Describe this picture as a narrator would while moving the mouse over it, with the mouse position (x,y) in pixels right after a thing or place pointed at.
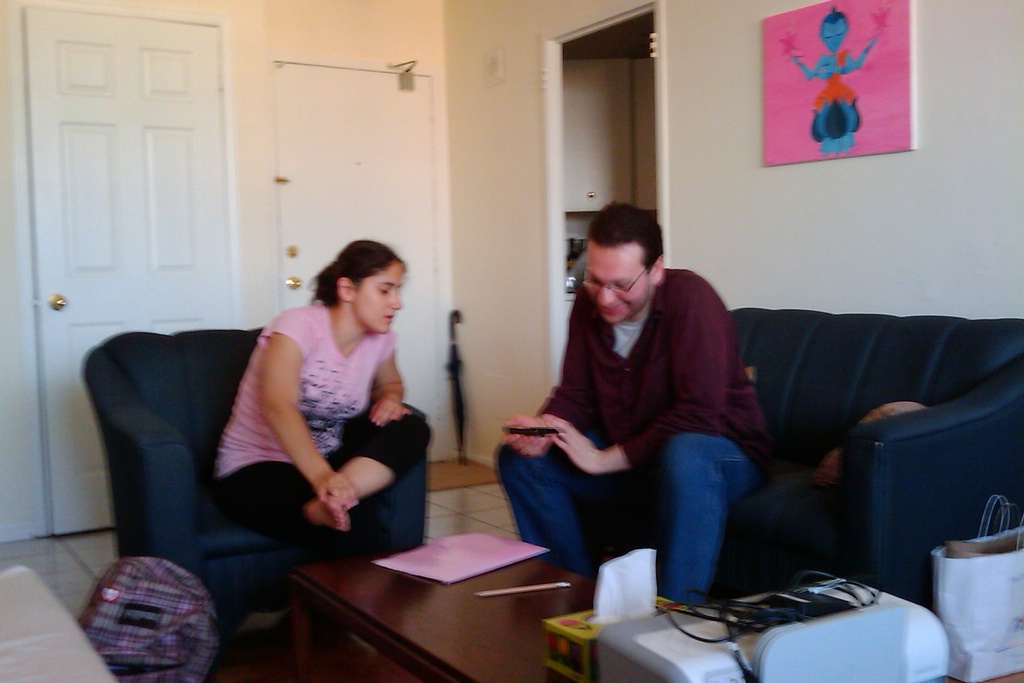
In this image I can see two people (563,417) sitting on the couch (800,465). Among them one person (298,412) is wearing a pink t-shirt (302,364). And these people (676,574) are in front of the table (481,663). On the table (436,645) there is a machine (664,632) and tissue box (572,626) and a file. To the right (964,578) there is a bag (963,669) on the floor (81,591). In the back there is a frame (793,161) to the wall (854,215).
